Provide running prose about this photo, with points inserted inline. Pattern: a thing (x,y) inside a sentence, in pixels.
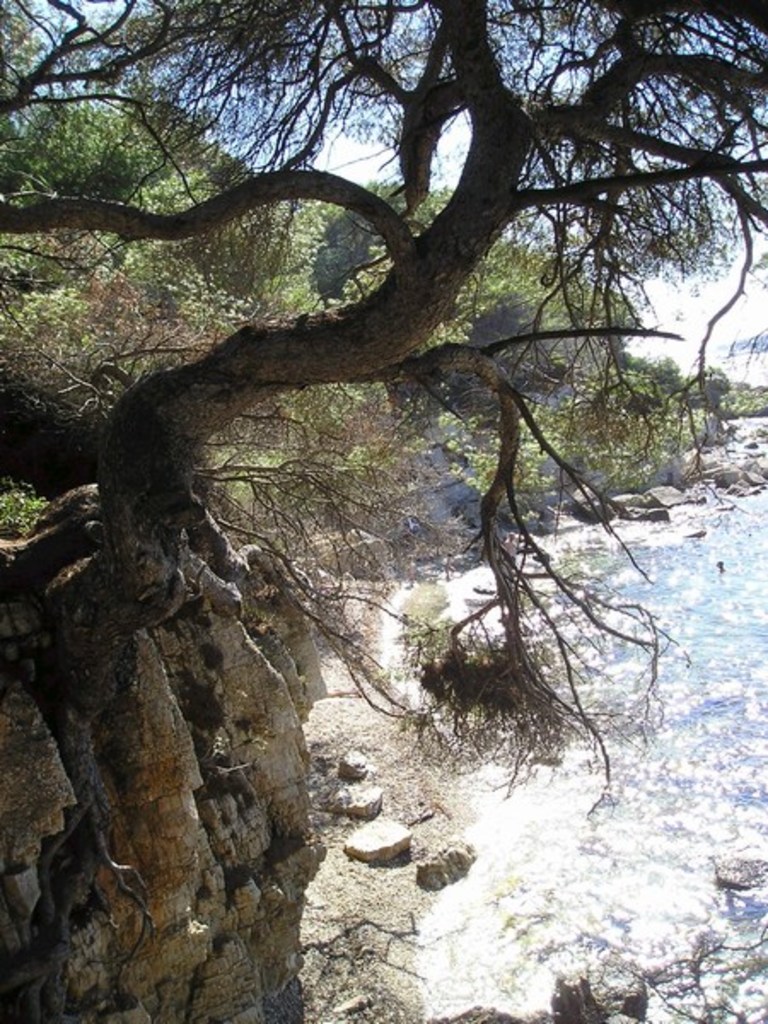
This picture is clicked outside. In the foreground (706,645) we can see a water body (669,680) and the trees (268,296). In the background (458,132) we can see the sky (739,301), trees (555,372) and rocks (752,460) and some other objects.
